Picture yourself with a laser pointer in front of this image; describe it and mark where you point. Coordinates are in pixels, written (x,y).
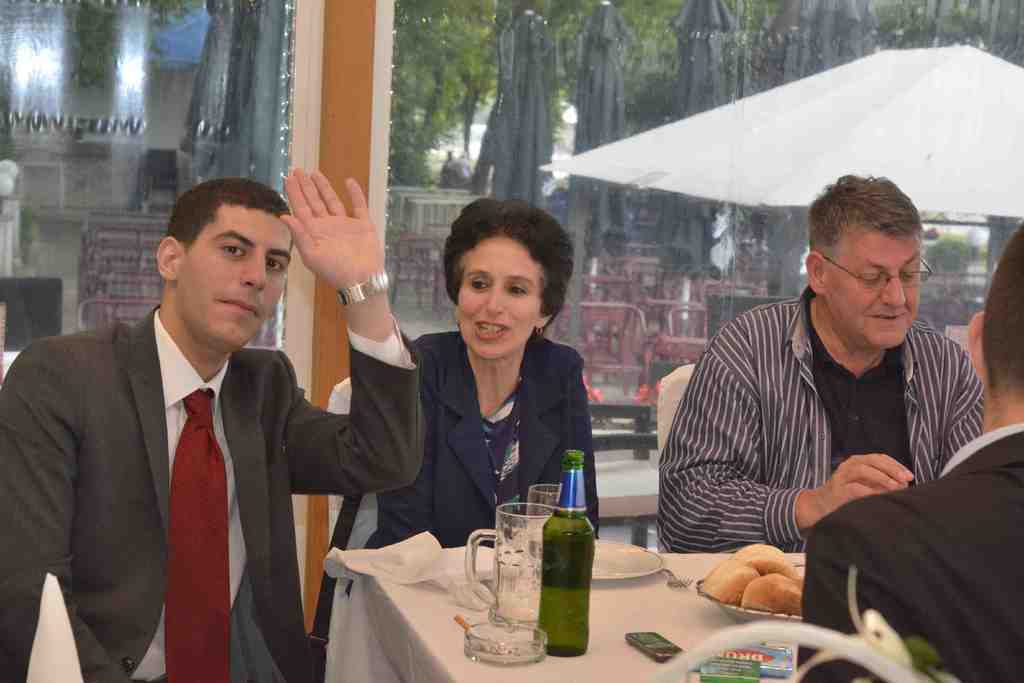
In the image I can see some people (225,493) sitting around the tables (642,616) on which there are some things (658,565) placed and behind there is a glass mirror (529,133) from which we can see some trees (455,29).
